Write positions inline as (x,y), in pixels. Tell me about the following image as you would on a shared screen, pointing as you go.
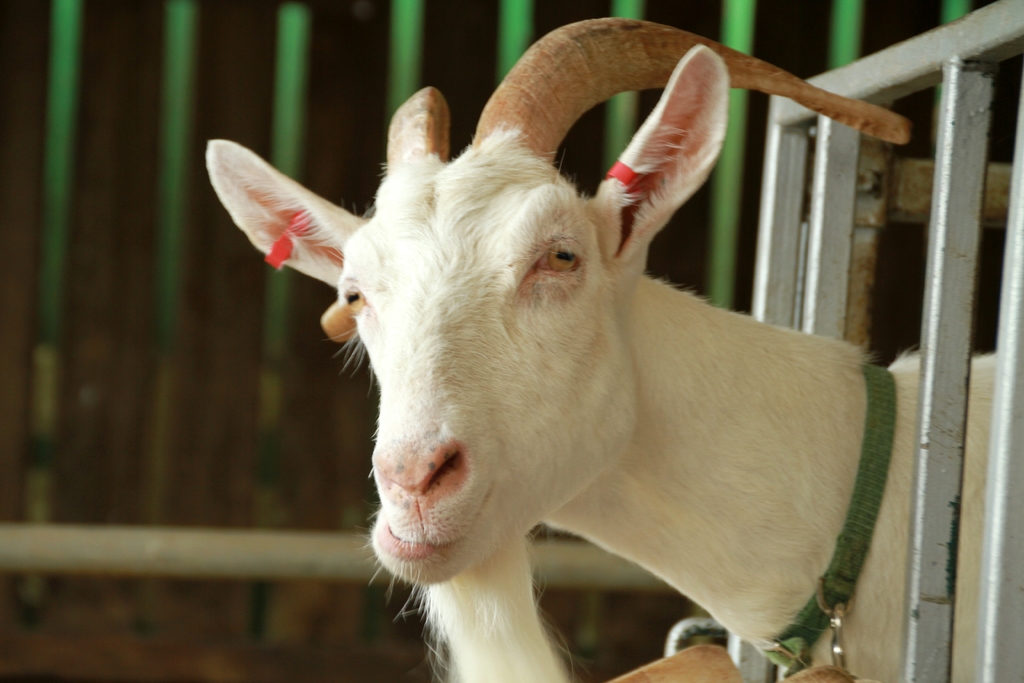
In this image we can see an animal (700,349) and rods (762,285). There is a blur background (62,462).
